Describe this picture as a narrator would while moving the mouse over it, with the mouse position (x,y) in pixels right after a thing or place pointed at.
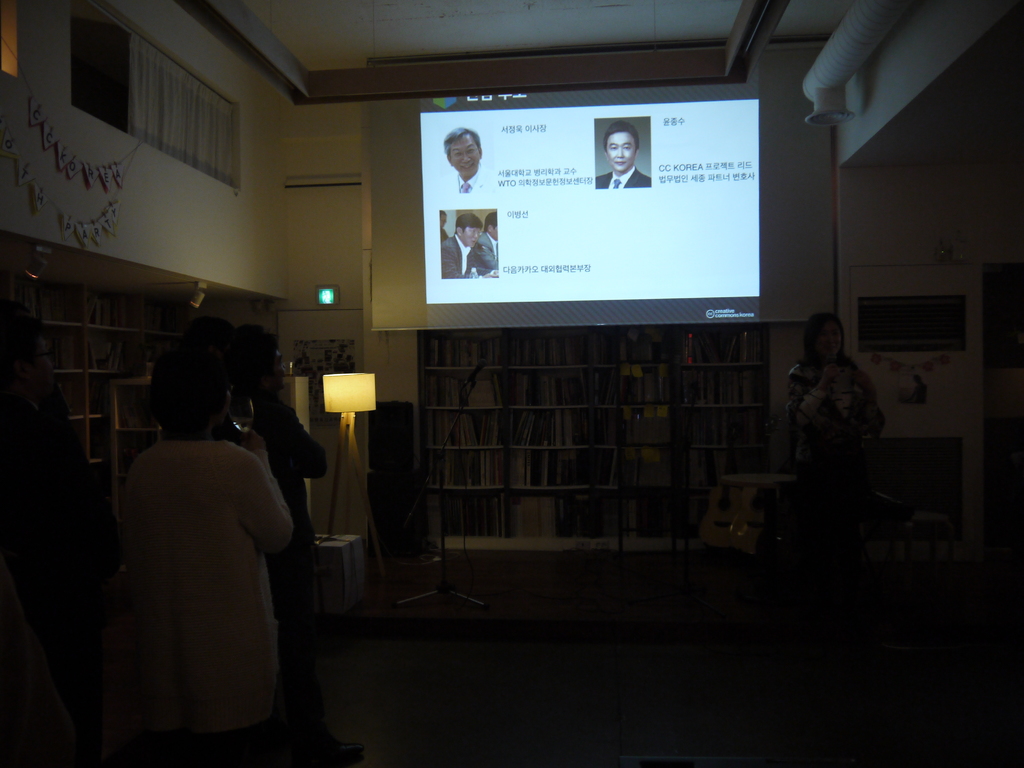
In this I can see few people (846,460) are standing and on the left side of the image (193,471) I can see one person (281,488) is holding a glass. In the background (334,405) I can see a lamp (363,402), a green light (334,299) on the wall (297,278), number of books (642,394) on the shelves (470,398), a projector screen (453,249) and on it I can see something is written. I can also see three pictures (453,146) on the screen (530,229). On the top left side of the image (125,165) I can see something is written and I can also see this image is little bit in dark.
